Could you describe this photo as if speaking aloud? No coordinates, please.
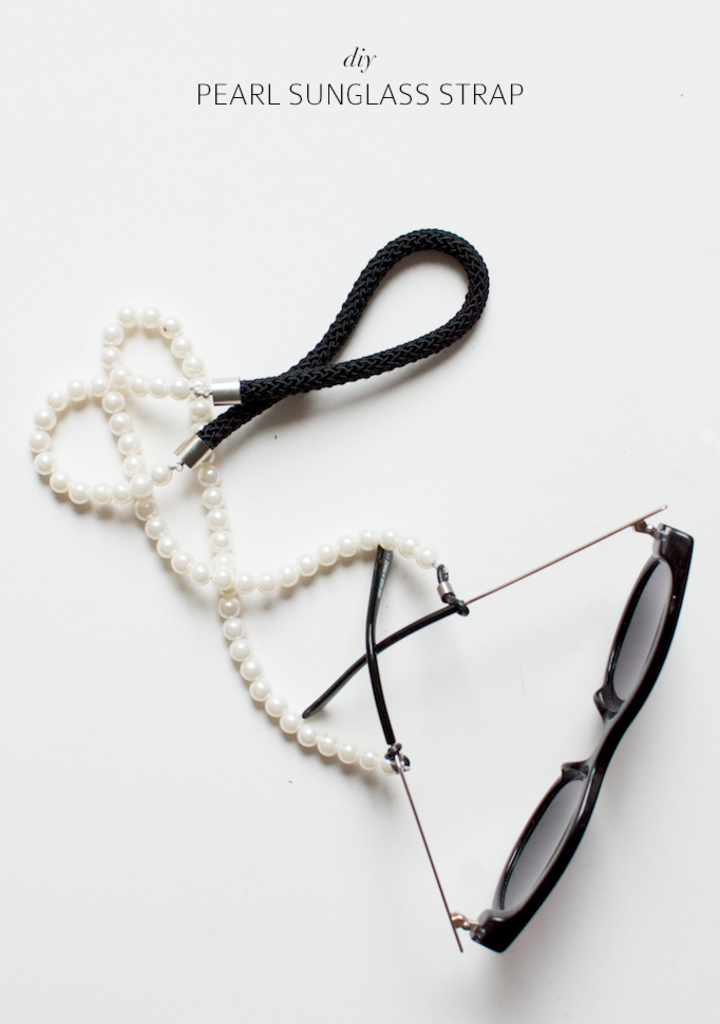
This picture is consists of pearl sunglasses strap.
